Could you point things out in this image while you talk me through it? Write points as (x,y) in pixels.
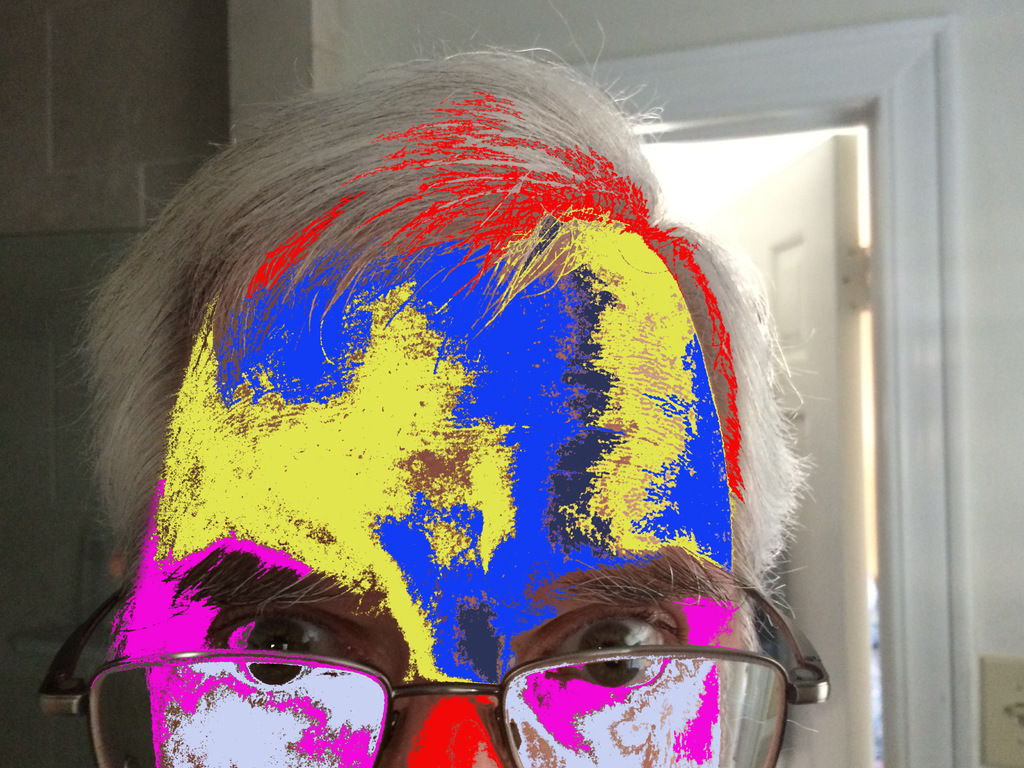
In the image we can see a person (480,379). Behind the person (569,313) there is a wall (993,296), on the wall (993,296) there is a door (819,217).
